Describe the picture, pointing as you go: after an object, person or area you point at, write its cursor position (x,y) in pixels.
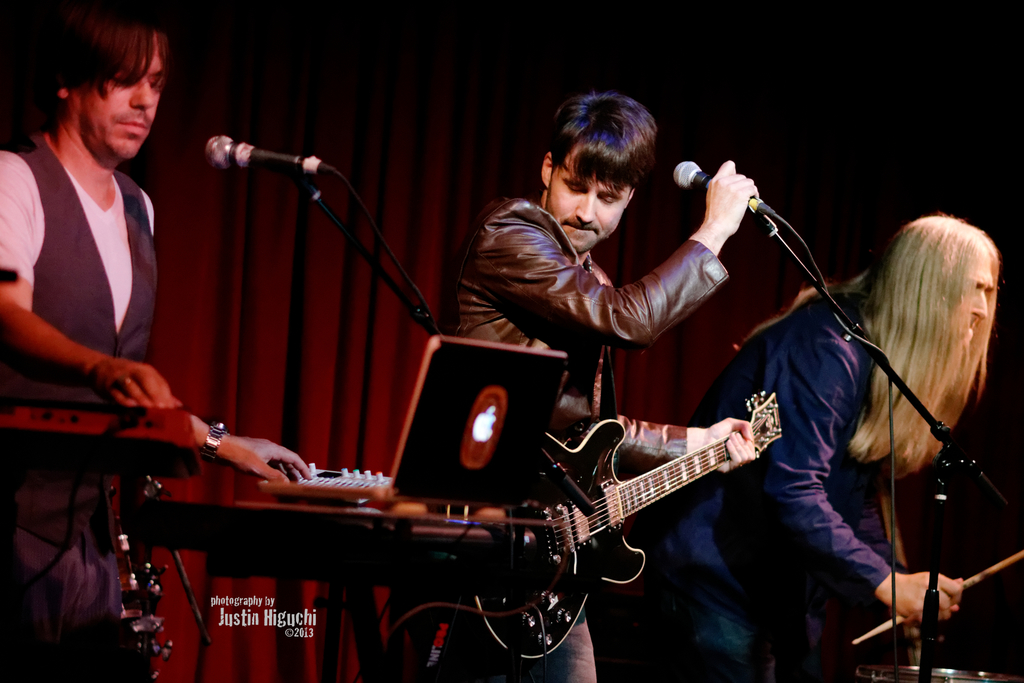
On the background (467,103) we can see red colour curtain (488,102). We can see a person (580,292) standing in front of a mike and playing guitar (655,471) and the other two men (55,341) at the right (969,339) and left side of the picture (83,200) they are playing musical instruments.
